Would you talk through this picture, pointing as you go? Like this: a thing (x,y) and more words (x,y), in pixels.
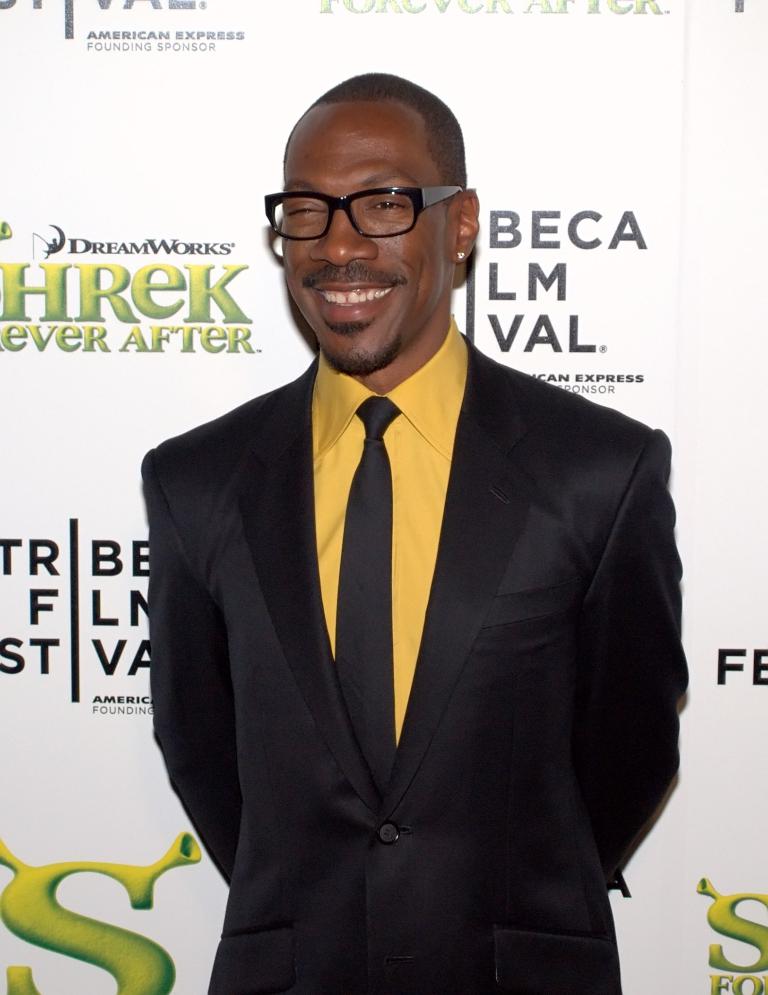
In this picture I can see a person (332,313) wearing spectacles (376,200), behind there is a banner (678,187) with some text (630,210).
